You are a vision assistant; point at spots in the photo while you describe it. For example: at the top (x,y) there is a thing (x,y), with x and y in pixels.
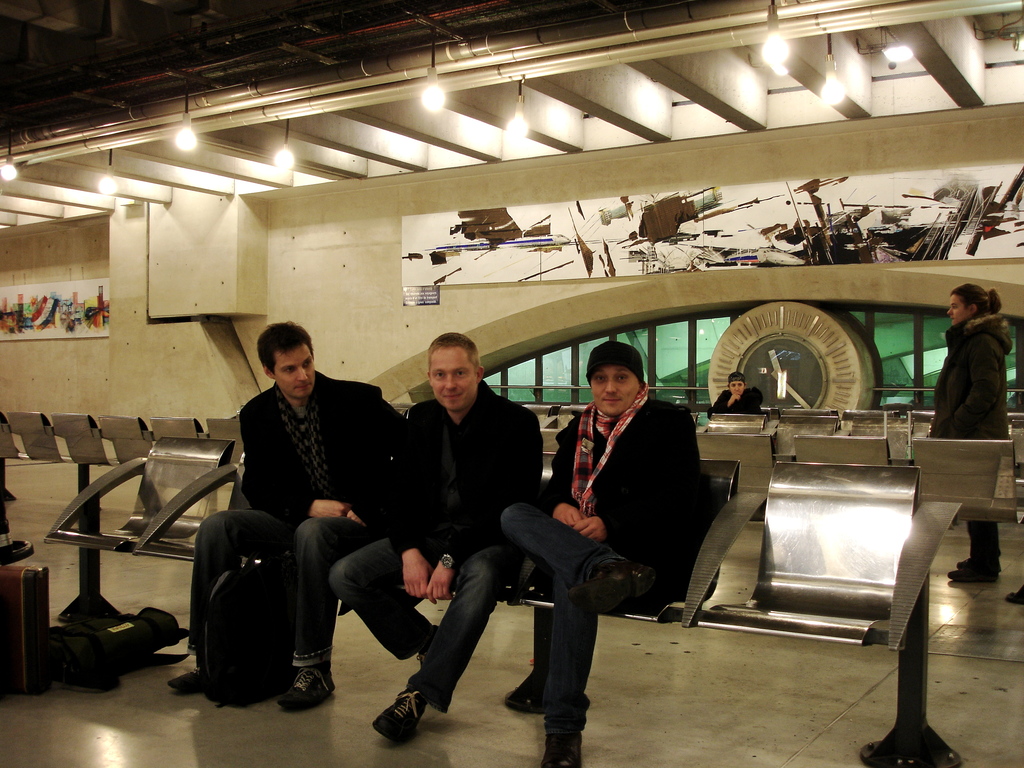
In this image in the foreground (374,513) there are three people (423,454) sitting on chairs (779,569), and there are some luggage (41,598) and in the background (855,429) there are some chairs (821,451) and one person (747,399) is sitting and one person (980,389) is standing. And there is a wall (381,278), on the wall (381,278) there are some boards (59,288). On the boards (64,320) there are some images (522,250), and at the bottom (790,648) there is floor (395,664) and at the top (355,35) there is ceiling (407,35), pipes (498,78) and some lights (9,163). And in the background (822,366) there is a clock (729,343) and glass windows (666,357).
